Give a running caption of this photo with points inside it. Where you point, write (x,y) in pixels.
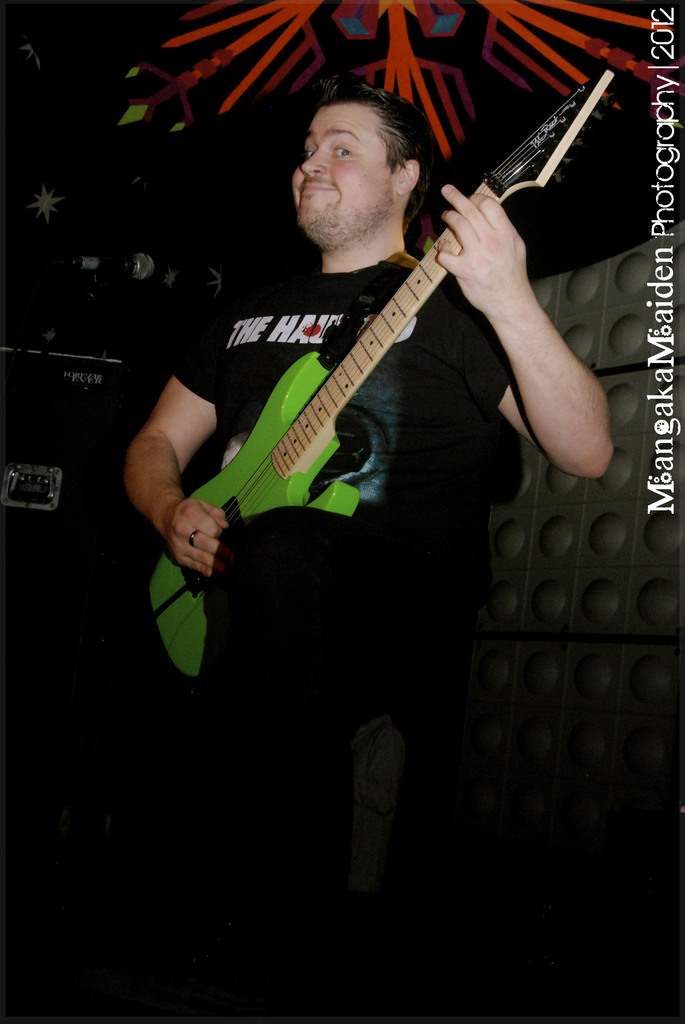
This person (220,469) is playing a guitar (164,633). In-front of this person (325,264) there is a mic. Right side of the image (675,301) we can see a watermark (668,313). Background (581,712) we can see strips (204,31) and wall (581,613).
